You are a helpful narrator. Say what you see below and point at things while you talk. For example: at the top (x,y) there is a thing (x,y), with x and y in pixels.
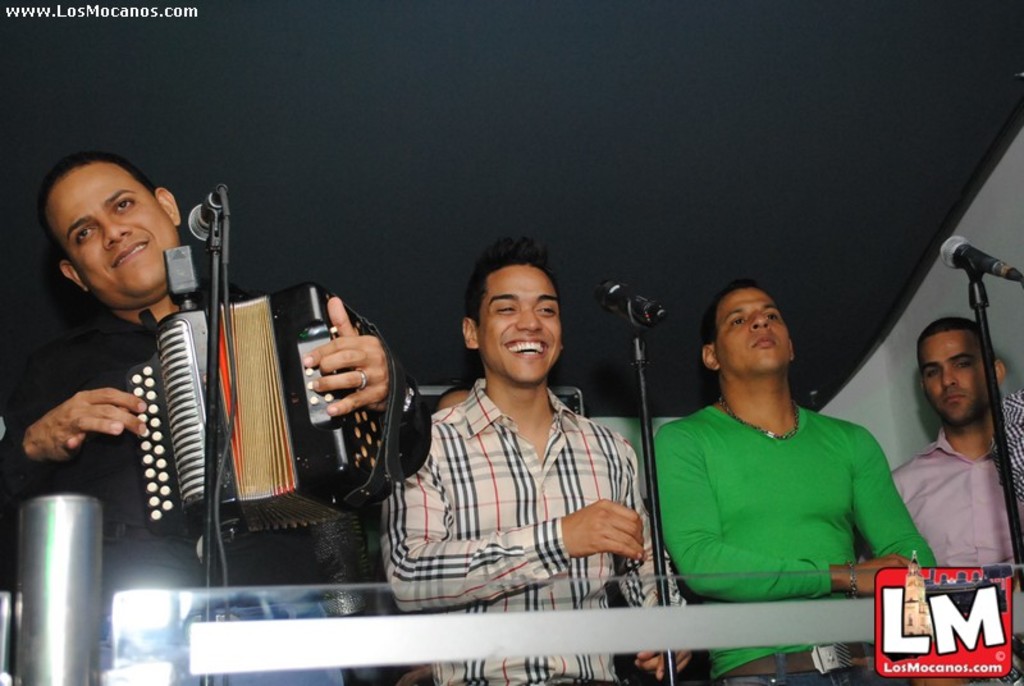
In this picture I can see people (506,414) standing in front of microphones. This man (165,543) is playing a musical instrument (205,411). I can also see a logo (932,631) and watermark (190,15) on the image.
